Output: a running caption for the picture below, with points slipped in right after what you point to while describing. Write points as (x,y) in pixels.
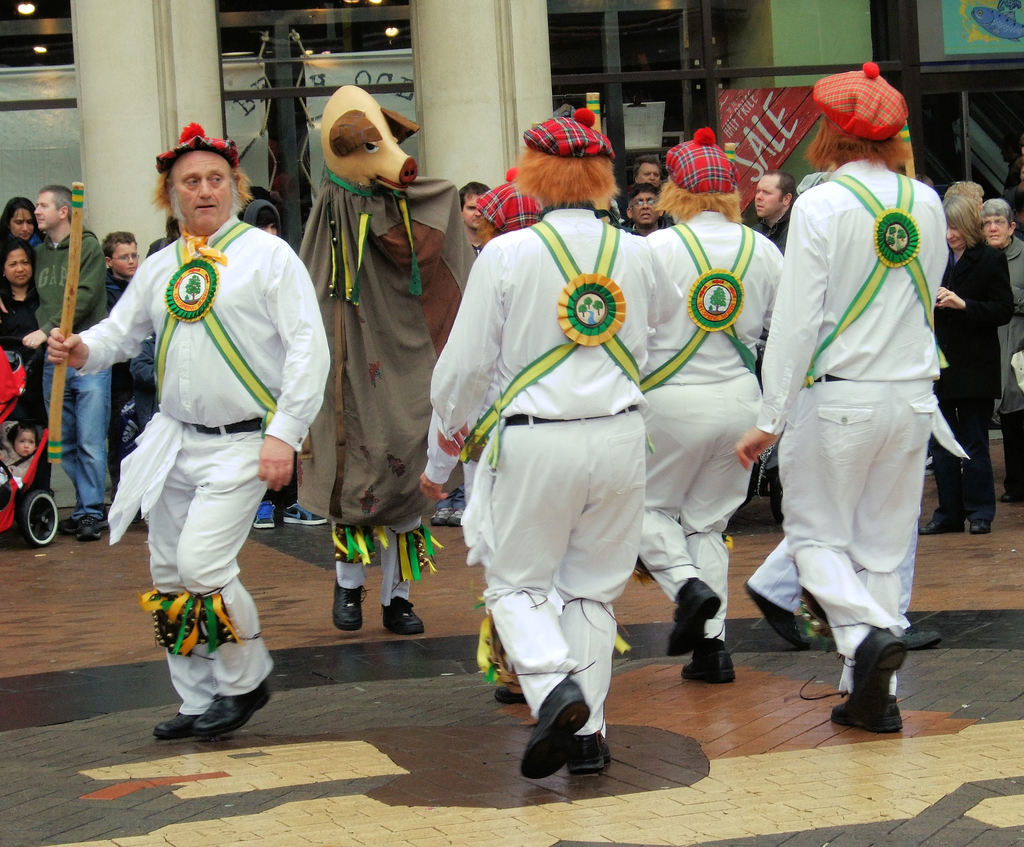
In the image there are few people (824,333) with white dresses (757,286) and also there are hats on their heads (213,190). There is a man (135,330) holding a stick (59,378) in the hand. And there is a person (360,369) with costume (366,487). Behind them there are few people (482,189) standing and also there is a baby (20,459) in the stroller (35,506). In the background (109,48) there are pillars (421,126) and also there are glass windows (696,102) and glass doors (746,72).
